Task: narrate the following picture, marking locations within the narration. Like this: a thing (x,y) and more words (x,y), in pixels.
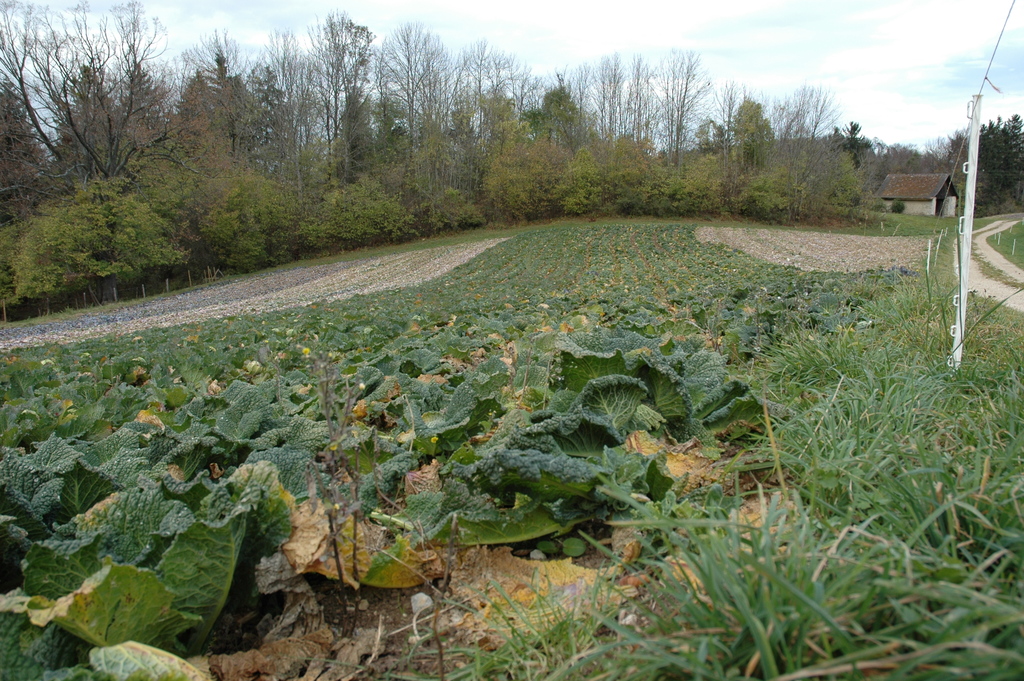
In this picture there are two ways (873,241) on the right (988,257) and left side of the image (235,316) and there is a house (932,206) on the right side of the image (941,209) and there is greenery (397,218) around the area of the image.
